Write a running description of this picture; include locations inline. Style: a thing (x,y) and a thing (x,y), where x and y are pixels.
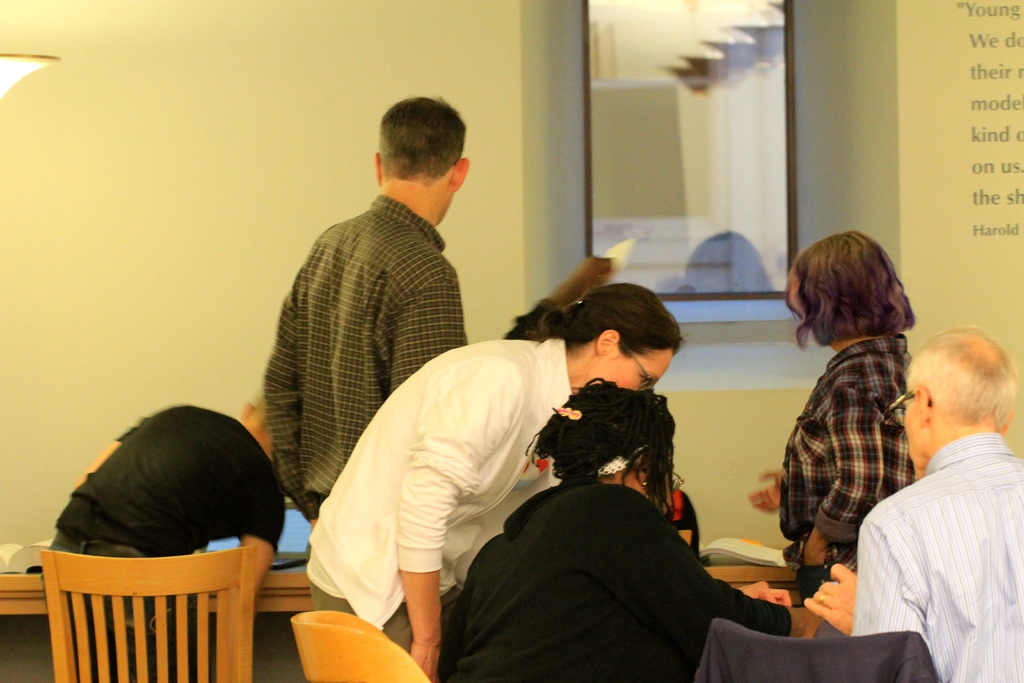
In this image, There is a table (746,580) which is in yellow color, There are some chairs (402,681) in yellow color, There are some people (532,604) sitting on the chairs (162,658), In the middle (352,392) there is a man (409,316) standing, In the background (204,118) there is a cream color wall (308,90) and in the right side (878,371) there is a woman (845,422) standing and pointing something on the table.
